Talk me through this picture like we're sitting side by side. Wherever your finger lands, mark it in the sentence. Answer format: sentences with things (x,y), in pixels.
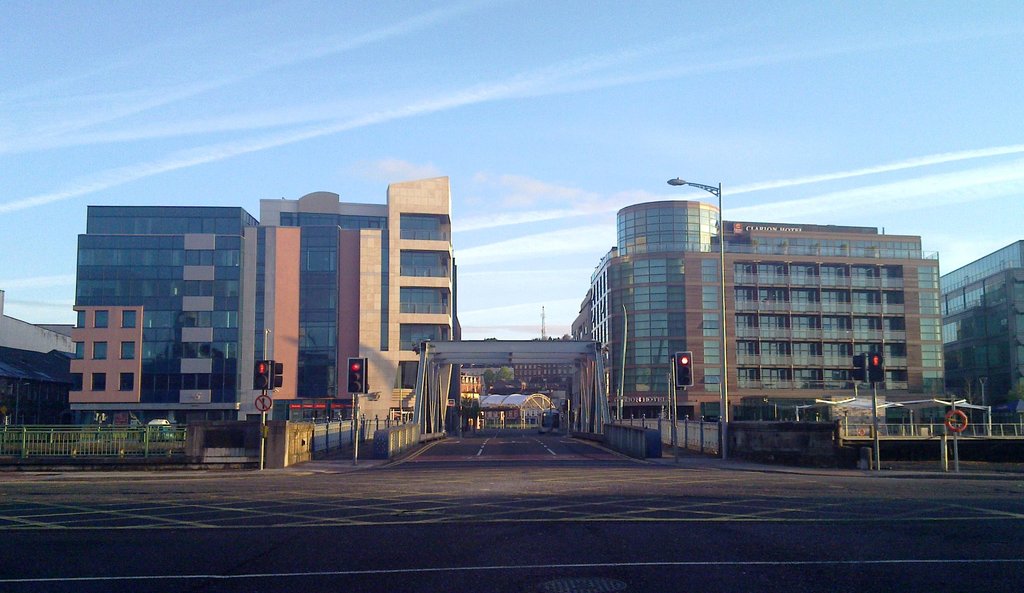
In this image, we can see buildings (207,263), trees (500,375), poles (626,357), traffic lights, railings (363,430) and at the bottom (560,484), there is road (610,475). At the top (608,90), there is sky (617,96).
